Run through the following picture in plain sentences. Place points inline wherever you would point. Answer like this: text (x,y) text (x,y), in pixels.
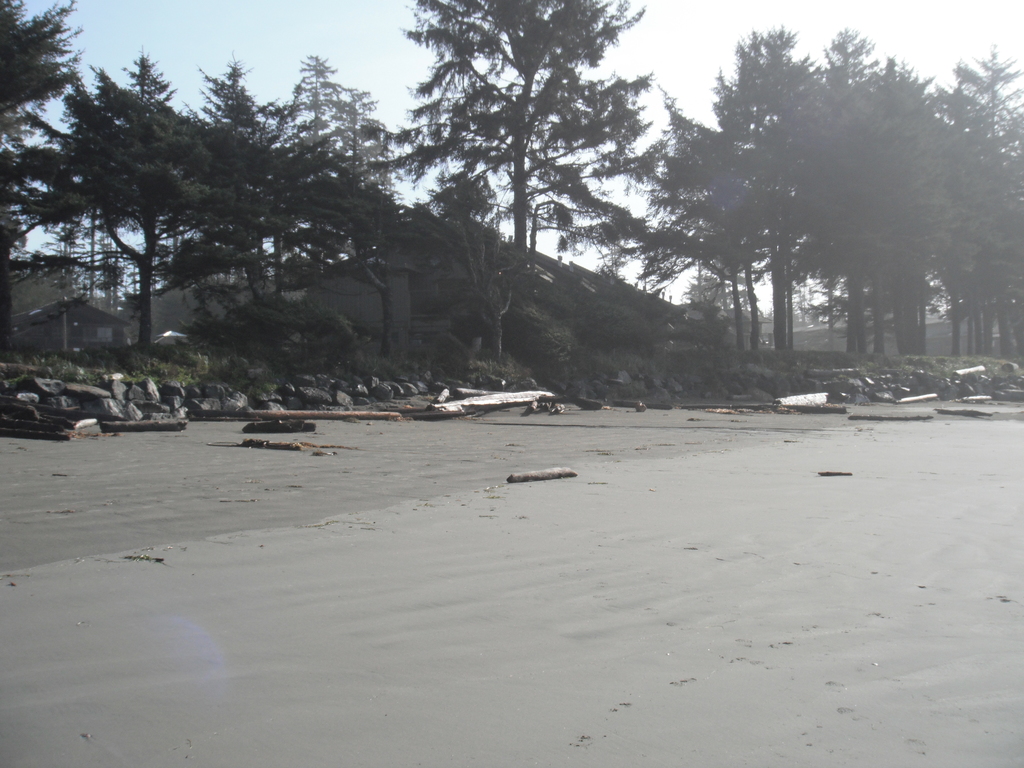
Background (977,218) there are trees (45,210), houses (100,307) and sky (50,242). Here we can see rocks (840,400) and wooden branches (820,401).
